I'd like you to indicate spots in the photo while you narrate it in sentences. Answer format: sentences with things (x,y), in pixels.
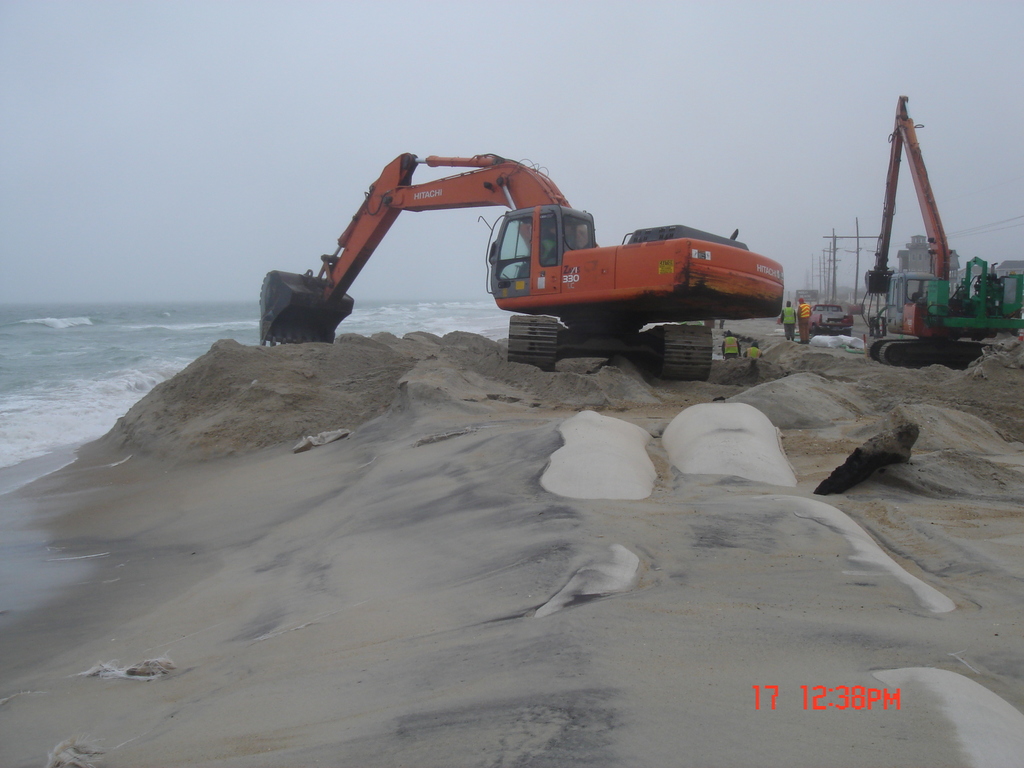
In this picture we can see there are two excavators (697,262), people (785,318), poles (835,263) and a vehicle (820,307). At the bottom of the image (385,565) there is sand (376,597). On the left side of the image (67,369) there is sea (103,324) and the sky (147,161). On the image there is a watermark (856,696).
